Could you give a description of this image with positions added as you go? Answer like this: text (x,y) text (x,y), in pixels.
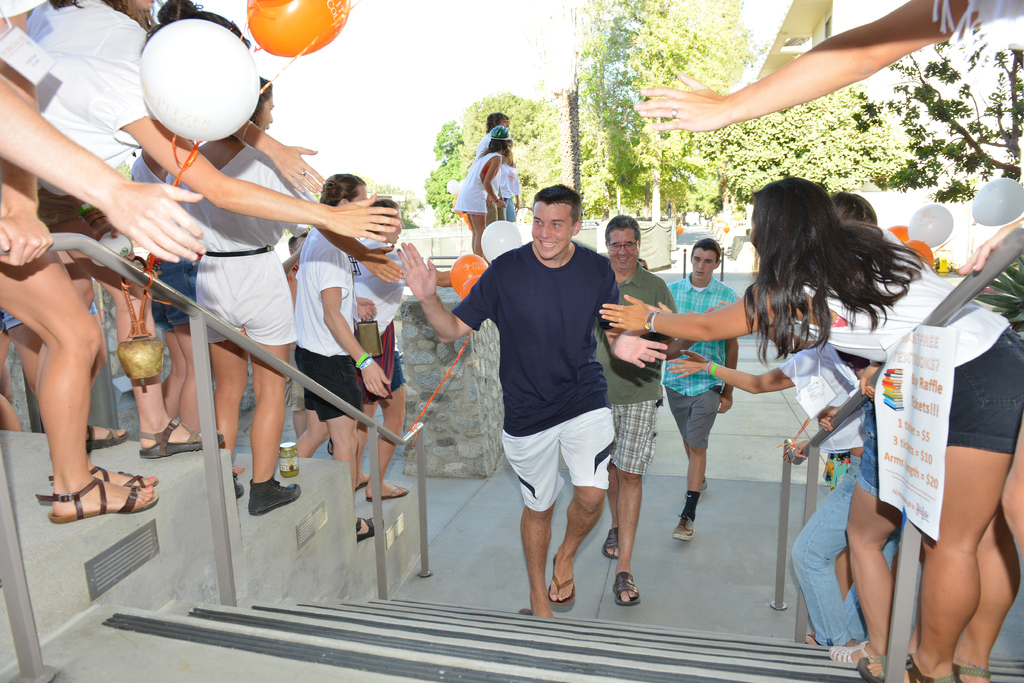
In this image I can see stairs (530,642) in the front (592,631) and on the both side of it I can see railings (421,476) and number of balloons (991,193). I can also see number of people (425,306) are standing in the front (524,270) and in the background (984,161) I can see number of trees (746,152). On the right side of this image (900,412) I can see a white colour paper (904,390) and on it I can see something is written. I can also see most of them are wearing white colour dress (972,310).
